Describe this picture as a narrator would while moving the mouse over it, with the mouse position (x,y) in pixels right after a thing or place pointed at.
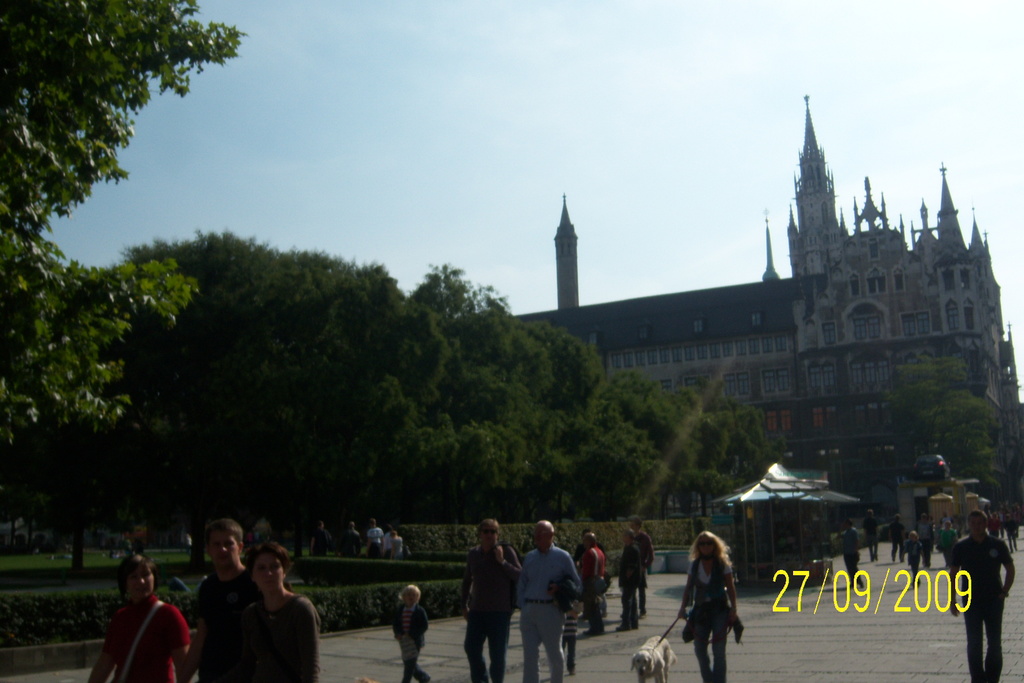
This is an outside view. At the bottom (565,603) there are few people (227,593) walking on the ground (835,635). One woman (693,623) is holding a belt (662,638) of a dog (654,655). In the background (430,438) there are many trees (633,414). On the right side (737,320) there is a building (719,318). At the top of the image (414,76) I can see the sky (346,126).
